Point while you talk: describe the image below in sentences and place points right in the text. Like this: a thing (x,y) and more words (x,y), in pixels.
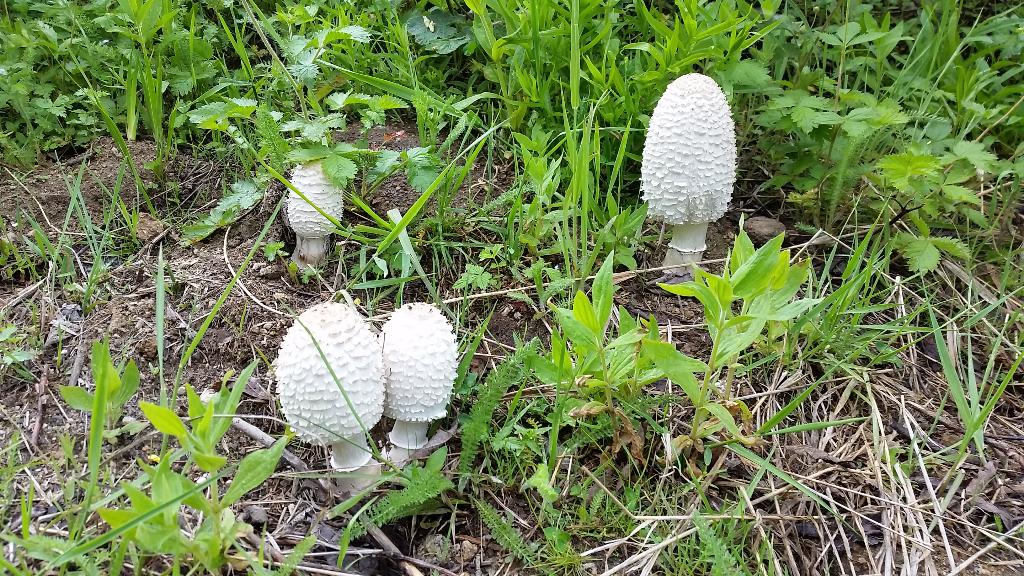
In this picture we can see few mushrooms (438,356) and plants (536,188).
